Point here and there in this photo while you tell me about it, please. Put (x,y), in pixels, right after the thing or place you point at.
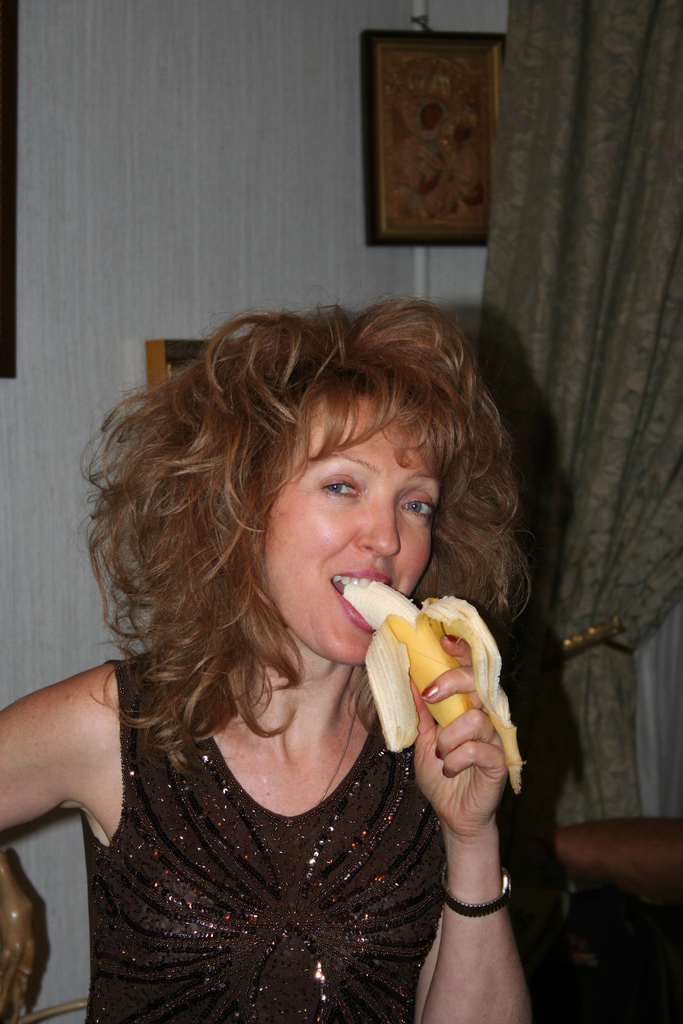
In the center of the image (356,479), we can see a lady (326,563) holding a banana (386,634) and in the background (371,239), there is a frame (420,131) and we can see a curtain (516,374) and there is an other object (149,365) on the wall (100,299).
